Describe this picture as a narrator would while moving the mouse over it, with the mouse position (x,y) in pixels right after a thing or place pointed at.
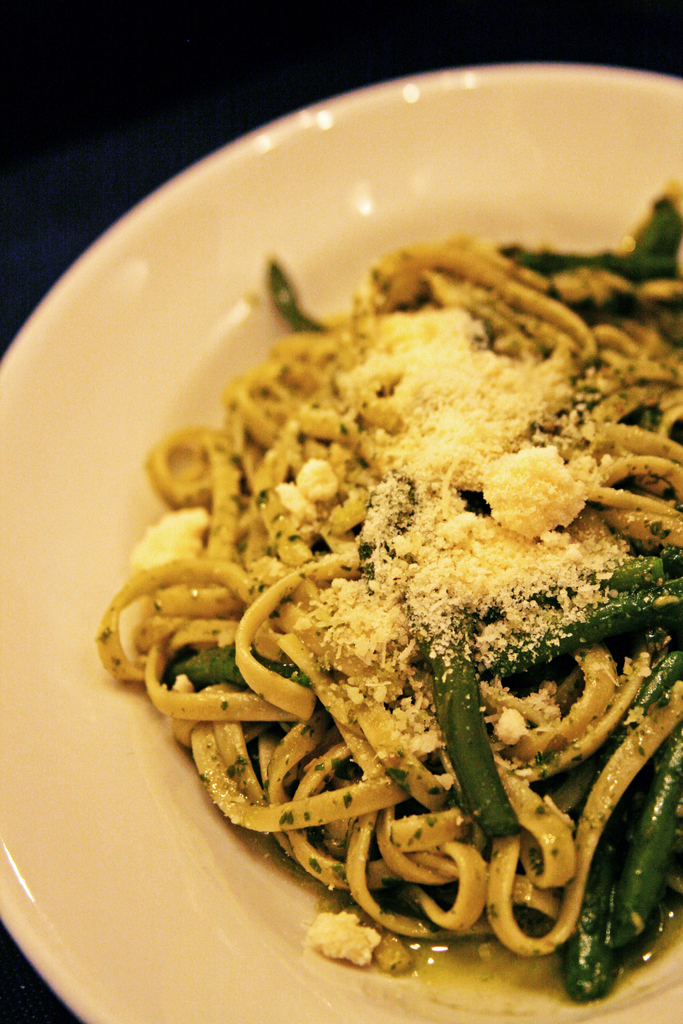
In the image we can see a plate (259,260), white in color. In the plate (166,299), we can see food item (481,615), like noodles (381,794) and cut vegetables (603,848) and the plate (107,345) is kept on the dark surface (84,222).
